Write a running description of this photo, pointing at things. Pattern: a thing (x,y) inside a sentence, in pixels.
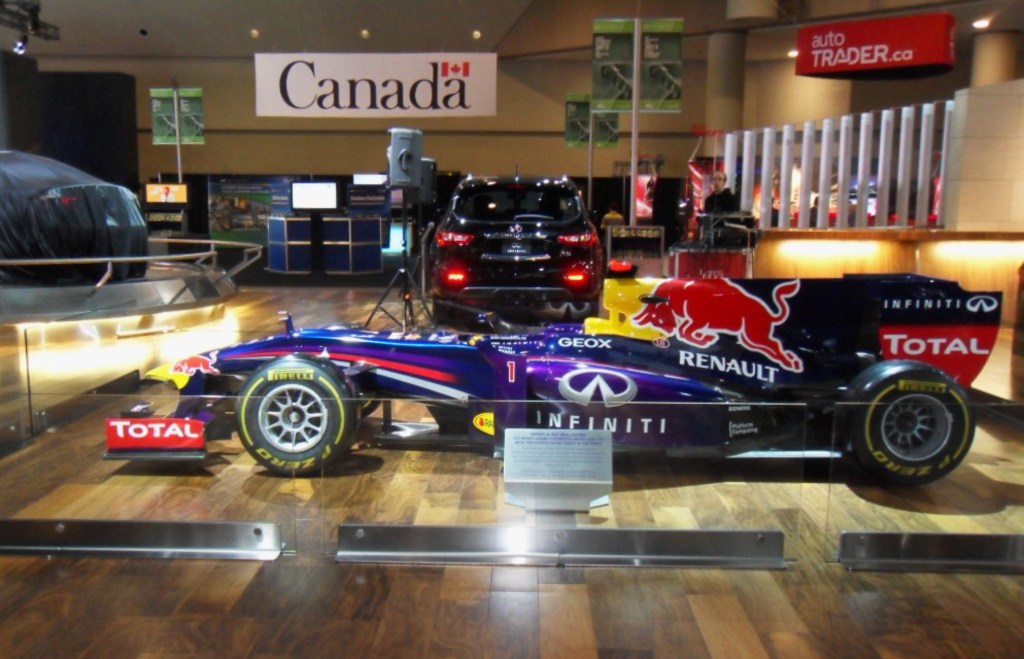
In this image we can see the vehicles (157,379). We can also see the rods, lights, boards (858,40), wall (525,111) and also the floor (481,569). We can also see a paper (583,466) attached to the glass barrier (704,420). We can see the ceiling (230,23) and also the display screens (369,186).
